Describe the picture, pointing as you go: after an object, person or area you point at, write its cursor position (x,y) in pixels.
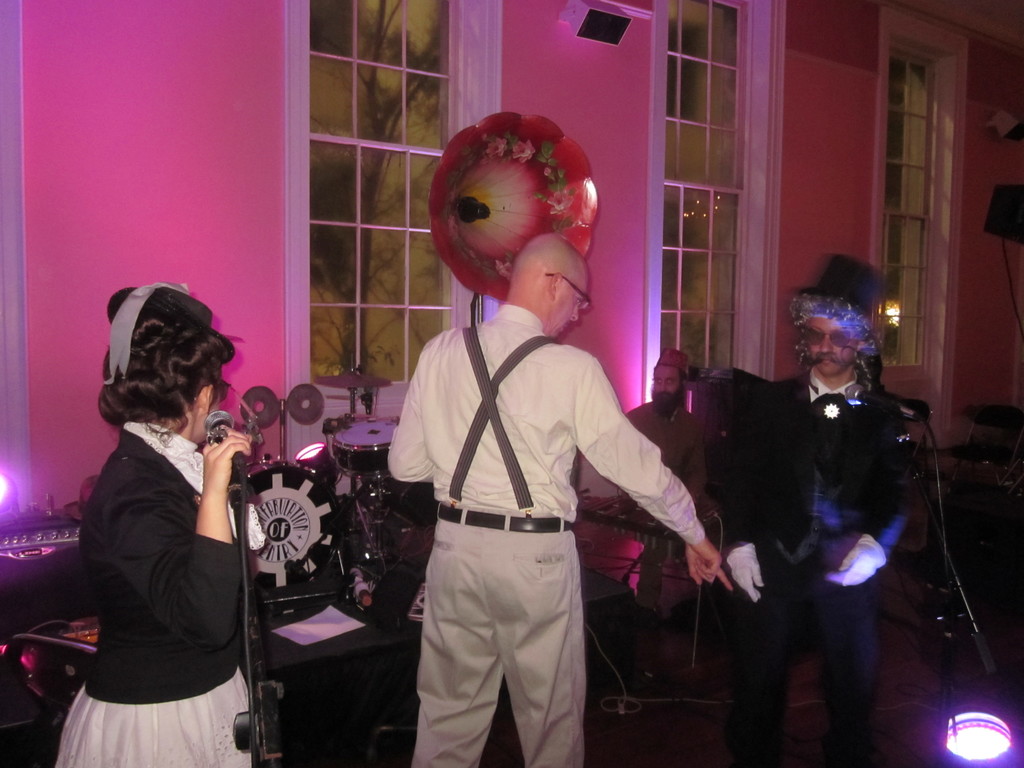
In the picture we can see a man (844,657) and a woman (164,630) standing near the microphone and they are in a black costume (830,740) and woman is holding a microphone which is in the stand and in the middle of them, we can see a man (560,397) standing and showing something to the man (803,336) who is in a black costume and behind them, we can see an orchestra system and a man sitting near it and in the background (930,343) we can see a wall (130,158) which is pink in color with glass windows (669,243) to it.
